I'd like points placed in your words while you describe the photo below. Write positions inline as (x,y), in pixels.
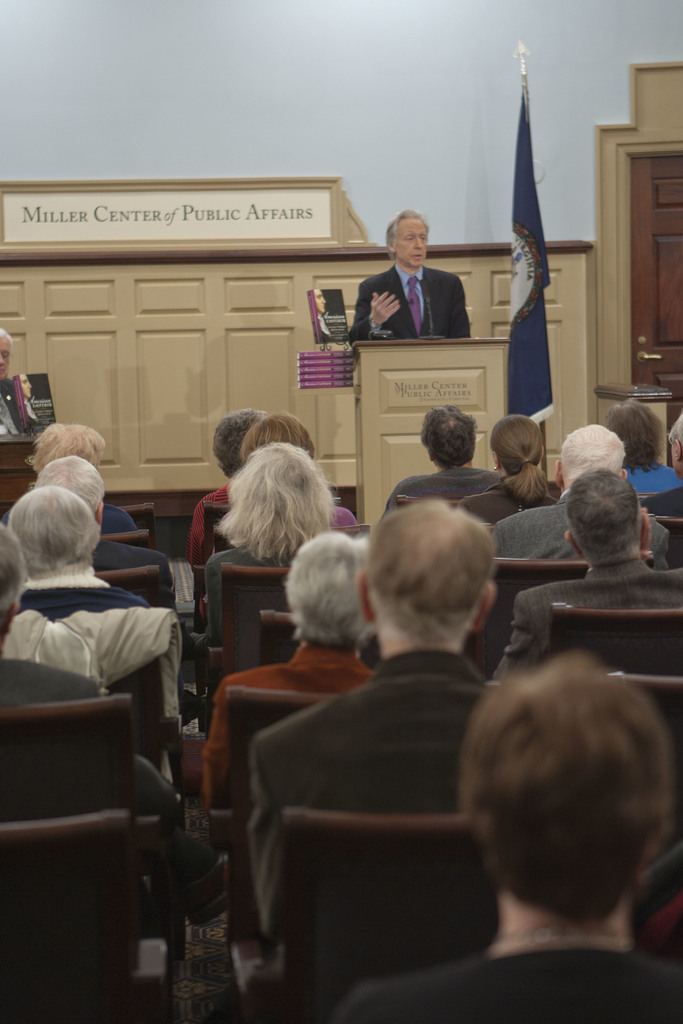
In this image I can see number of people (93,554) are sitting on chairs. Here I can see a man (394,322) standing next to a podium (483,342). I can also see a flag (527,116).
